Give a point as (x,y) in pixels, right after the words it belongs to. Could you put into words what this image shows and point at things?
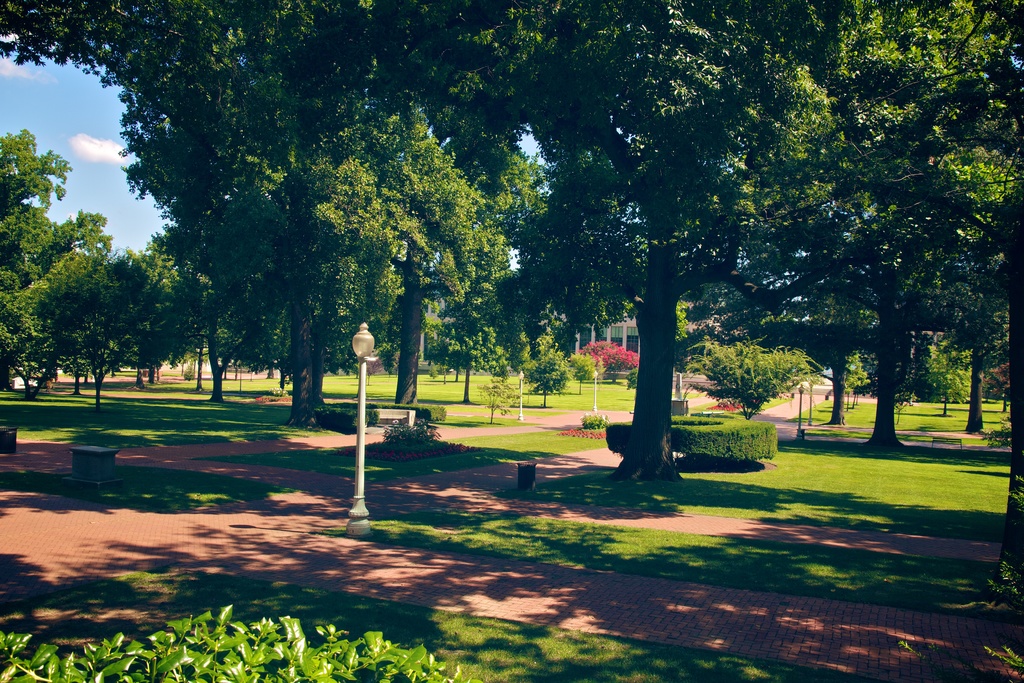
In this image, we can see trees (680,259), light poles (360,442), plants (709,425) and buildings (423,321) and we can see a bench (391,413) and some stones (101,482) on the ground (477,593). At the top (89,133), there are clouds (90,141) in the sky (94,145).
